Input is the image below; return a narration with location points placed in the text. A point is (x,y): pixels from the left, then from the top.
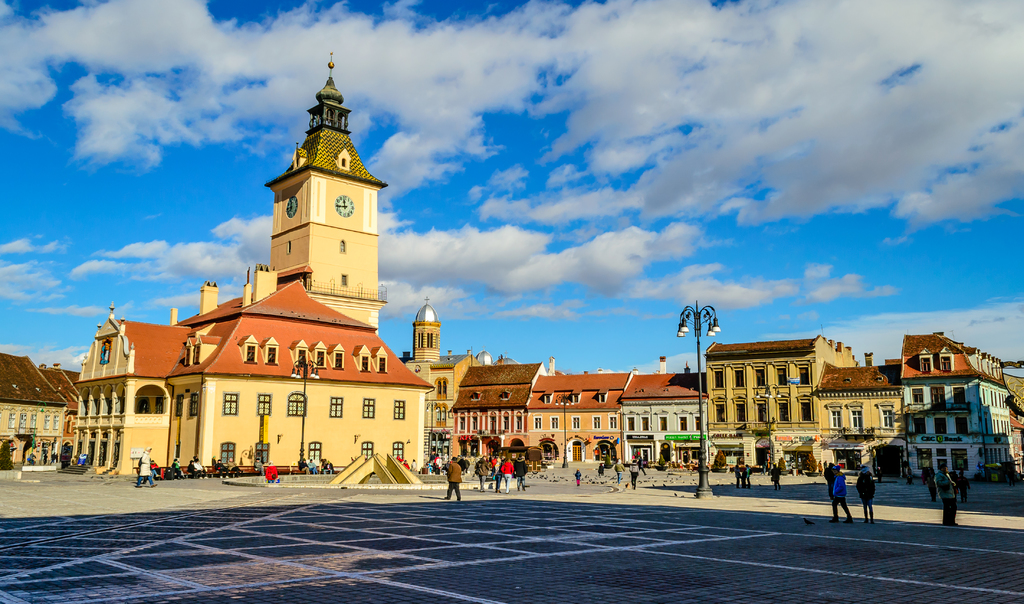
In the middle of the image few people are standing and walking and sitting on benches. Behind them there are some poles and buildings (220,342). At the top of the image (428,28) there are some clouds (856,29) and sky (7,137).
